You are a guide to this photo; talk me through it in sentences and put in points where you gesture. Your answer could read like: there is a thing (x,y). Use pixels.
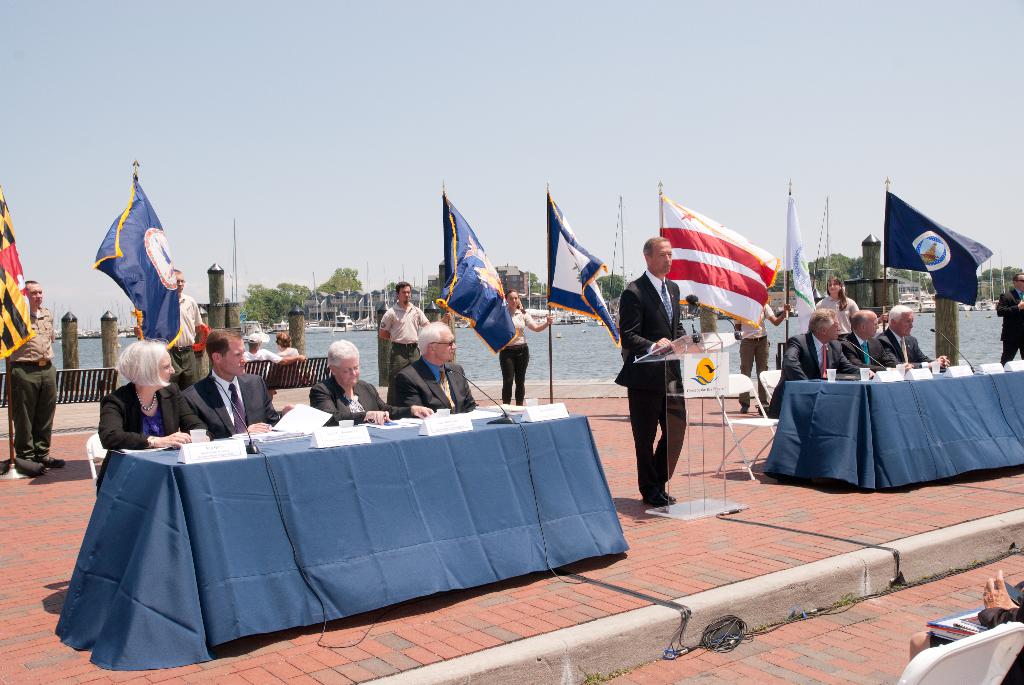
This picture is taken from outside of the city. In this image, in the right corner (1000,601), we can see a person (987,607) keeping books (971,635) on his laps (922,643) is sitting on the chair (1005,627). In the right corner (918,680), we can also see a white color chair (911,675). In the middle of the image (454,385), we can see a group of people (162,437) sitting on the chair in front of the table (389,506), on the table (349,487), we can see a blue color cloth (250,489), name boards (220,458), microphone (504,419), few papers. In the middle of the image (654,406), we can see a man (660,366) wearing black color suit (663,396) is standing in front of the podium (672,360). On the right side (921,362), we can also see three people (809,359) are sitting on the chair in front of the table (904,459). In the background (38,337), we can see a group of people (746,367) standing and holding flags (133,299) in their hand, we can also see water (543,332) in a lake (316,351), pillars (224,307), trees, boats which are floating on the water (774,353), building (420,301). At the top (522,90), we can see a sky (524,99), at the bottom (814,517), we can see footpath (821,578).
